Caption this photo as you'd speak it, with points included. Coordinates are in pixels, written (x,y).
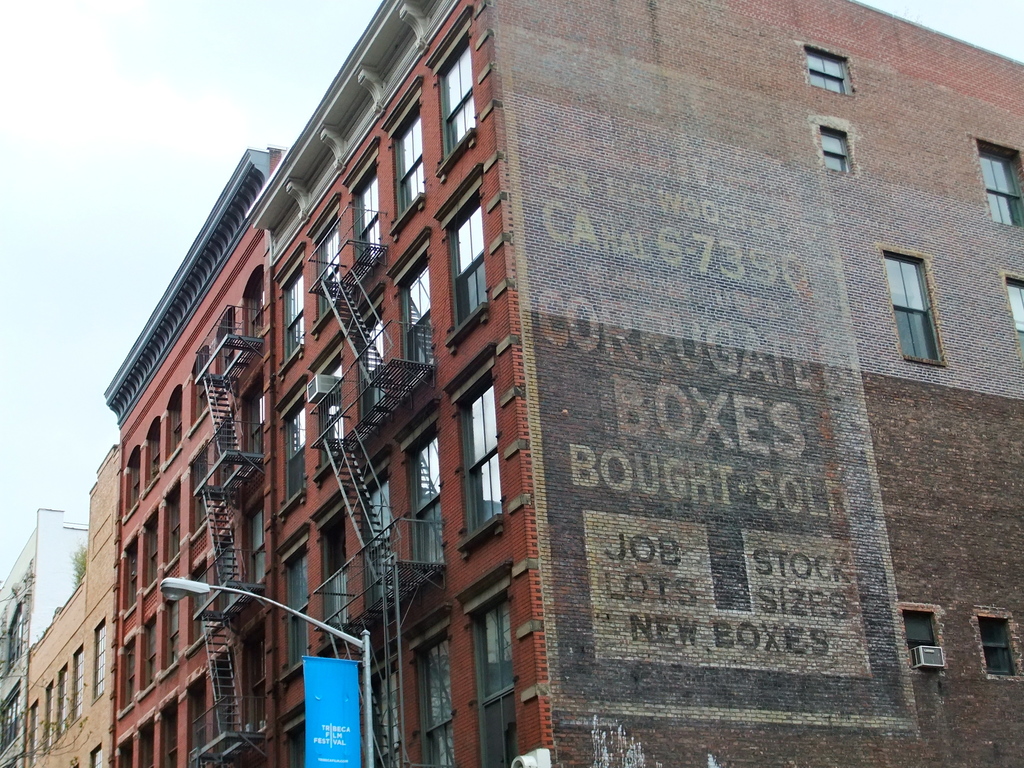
In this image we can see some buildings (753,460) with doors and windows (425,764) and we can see some text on the wall (746,671) and there is a street light (367,723) with the board (355,714). At the top (117,161) we can see the sky (117,161).
